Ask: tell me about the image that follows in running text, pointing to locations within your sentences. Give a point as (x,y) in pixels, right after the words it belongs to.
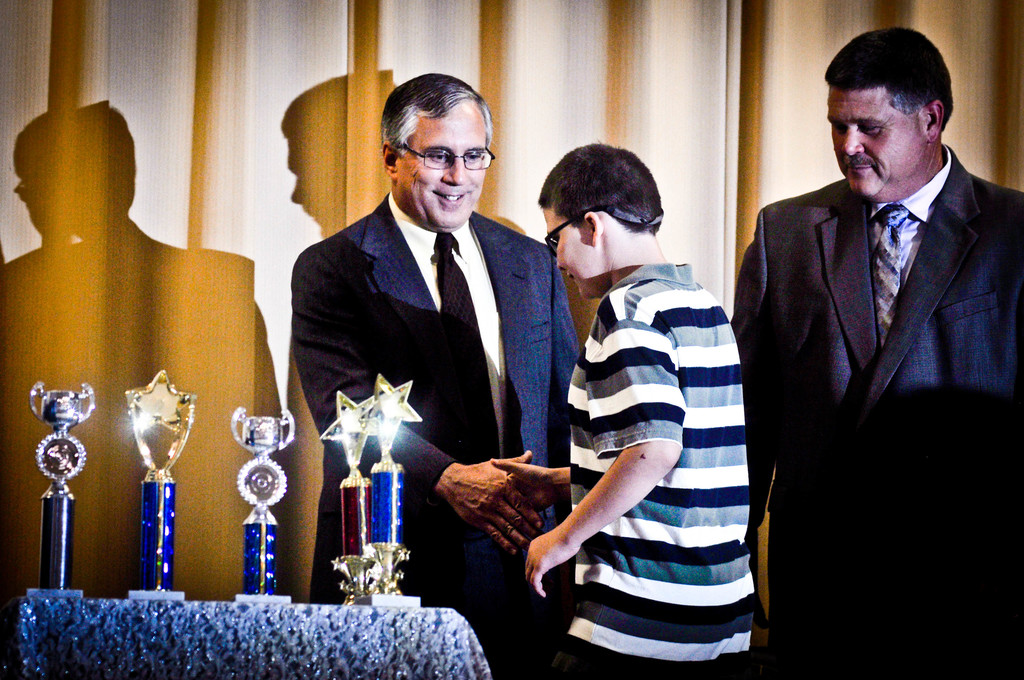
In this image, we can see three persons (952,305) are standing. Here two persons (667,415) are shaking their hands (543,501) with each other. Here a man (480,98) in a suit (526,350) is smiling. On the left side (241,679) bottom, we can see trophies (271,515) on the cloth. Background (122,414) we can see curtain (729,87).
